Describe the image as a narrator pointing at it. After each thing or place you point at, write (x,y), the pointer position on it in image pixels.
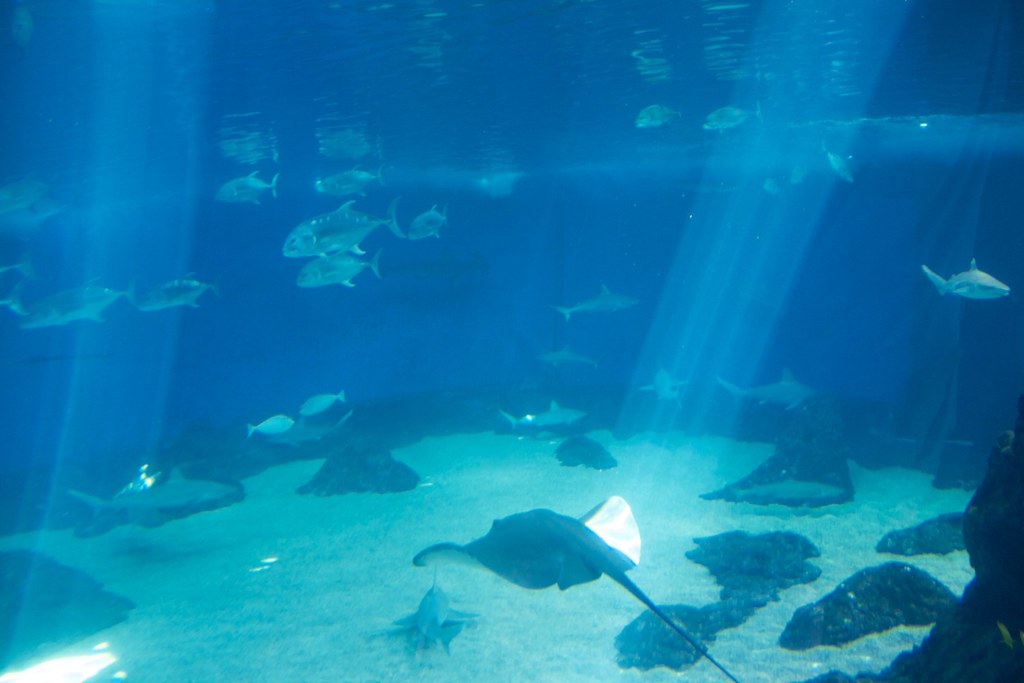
There are some fishes (327,227) in the water (397,417) as we can see in the middle of this image (439,369).
